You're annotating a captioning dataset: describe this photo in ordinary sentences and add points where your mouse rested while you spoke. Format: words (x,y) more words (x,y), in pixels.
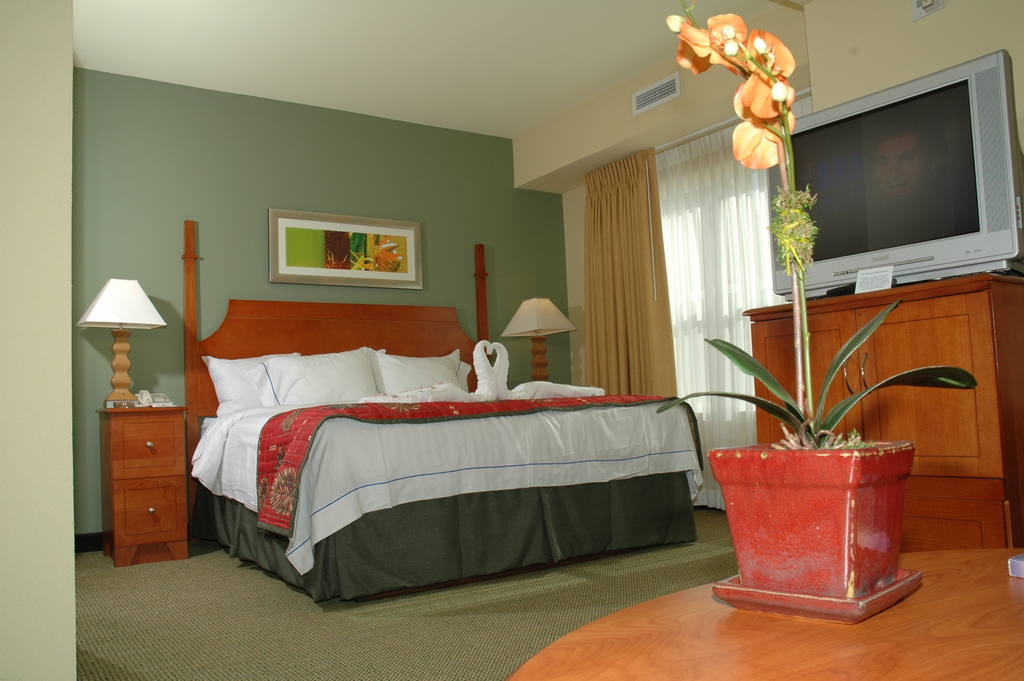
In this picture we can see the inside view of a room (489,549). This is bed (429,510) and there is a lamp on the table (170,434). And there is a television (869,193). Here we can see a plant (806,195). And this is the floor (343,654). And there is a frame (358,216) on the wall (227,190). Even we can see a curtain (652,204) here.
